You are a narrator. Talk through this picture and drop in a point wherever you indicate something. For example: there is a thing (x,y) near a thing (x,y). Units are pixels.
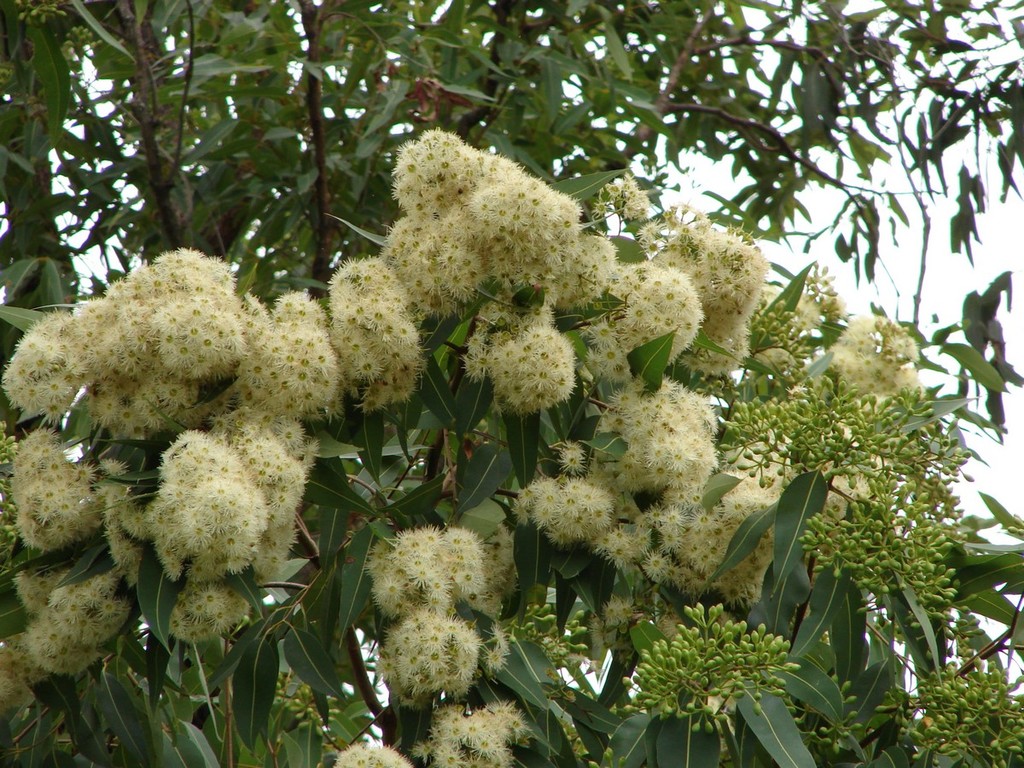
In this picture we can see a bunch of flowers (429,243) to the tree (342,510).
